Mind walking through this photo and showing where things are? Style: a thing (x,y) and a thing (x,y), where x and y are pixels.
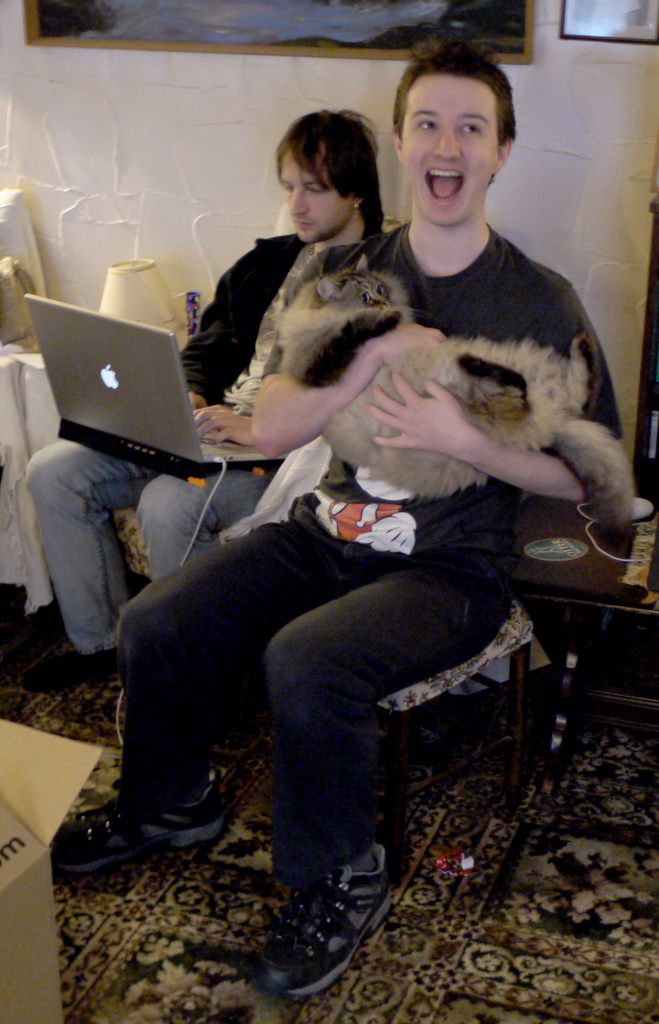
The person (433,334) wearing a grey shirt (488,325) is holding a cat (388,365) and the person (228,358) beside him is operating a laptop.
